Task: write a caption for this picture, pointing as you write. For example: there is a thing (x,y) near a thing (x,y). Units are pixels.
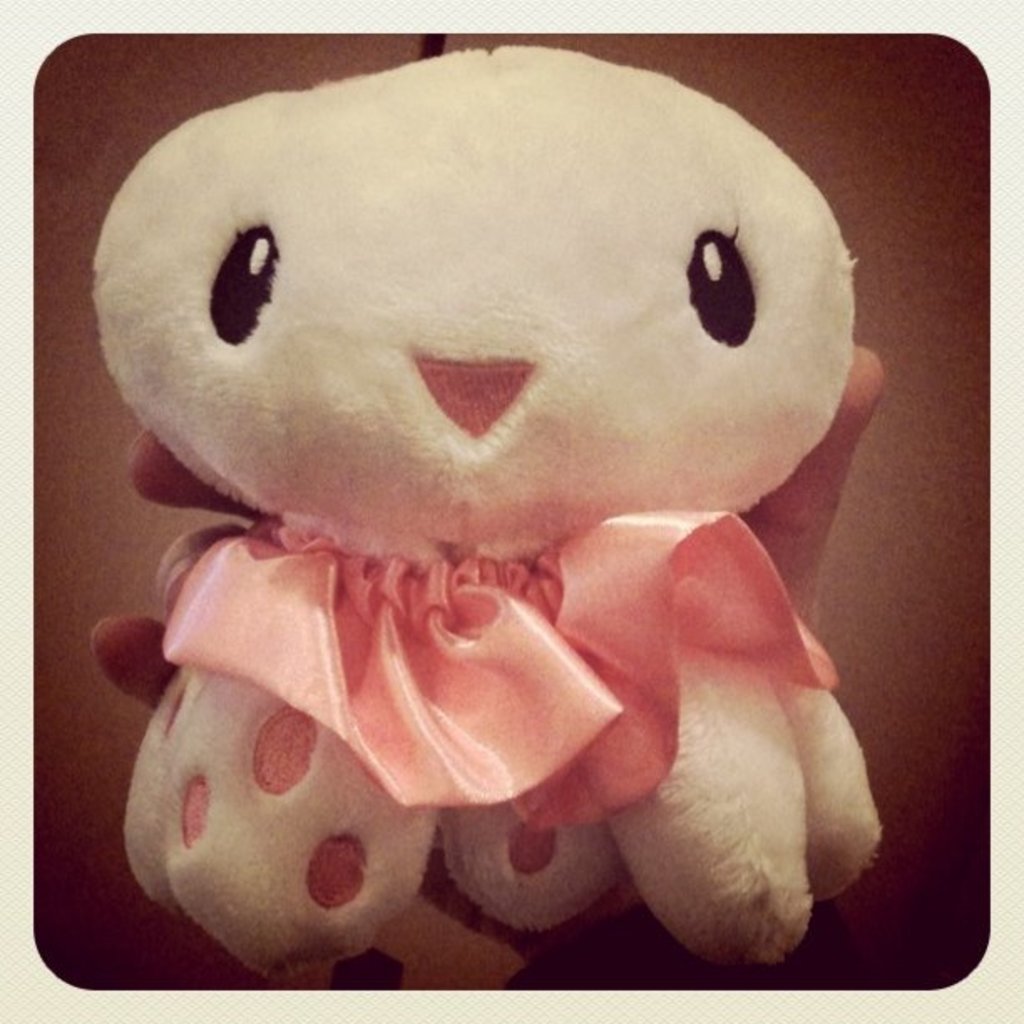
In this image there is person's hand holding the object (530,496).
